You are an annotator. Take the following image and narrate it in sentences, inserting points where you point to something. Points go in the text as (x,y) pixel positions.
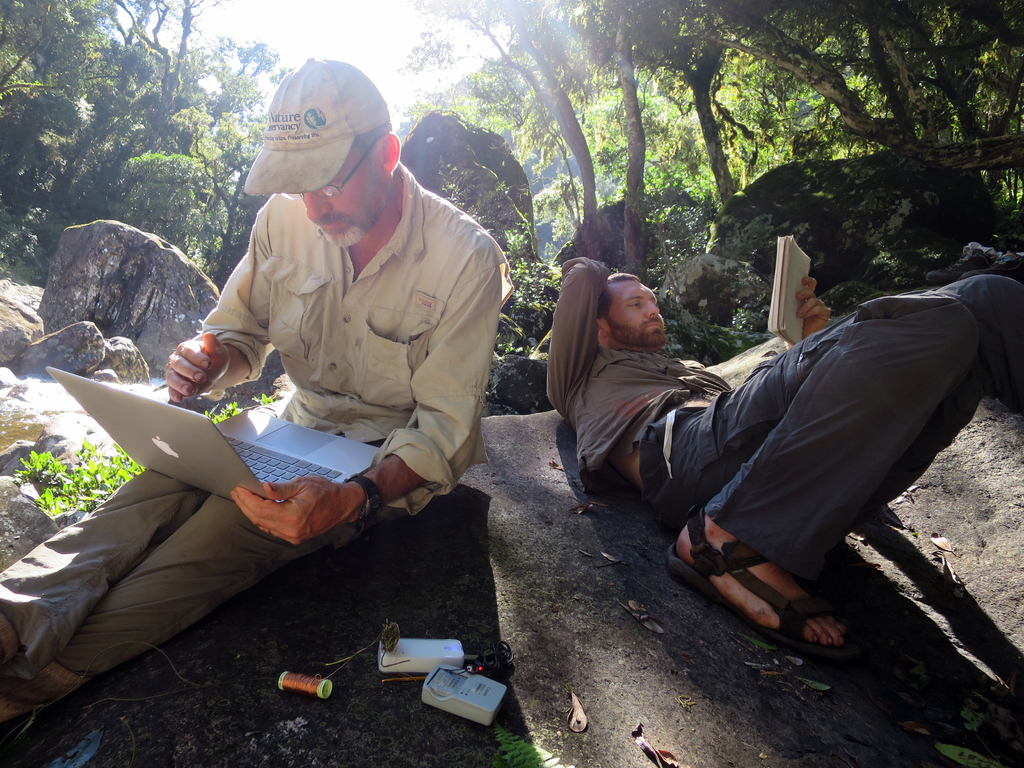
In this image there are two men (551,364) in the middle (345,348). The man (333,302) on the left side (334,331) is sitting on the stone (329,548) and working with the laptop (253,449). The man (567,376) on the right side (771,473) is sleeping on the stone (481,732) while reading the book (786,282). In the background (206,171) there are stones (123,223) and trees (753,123).
